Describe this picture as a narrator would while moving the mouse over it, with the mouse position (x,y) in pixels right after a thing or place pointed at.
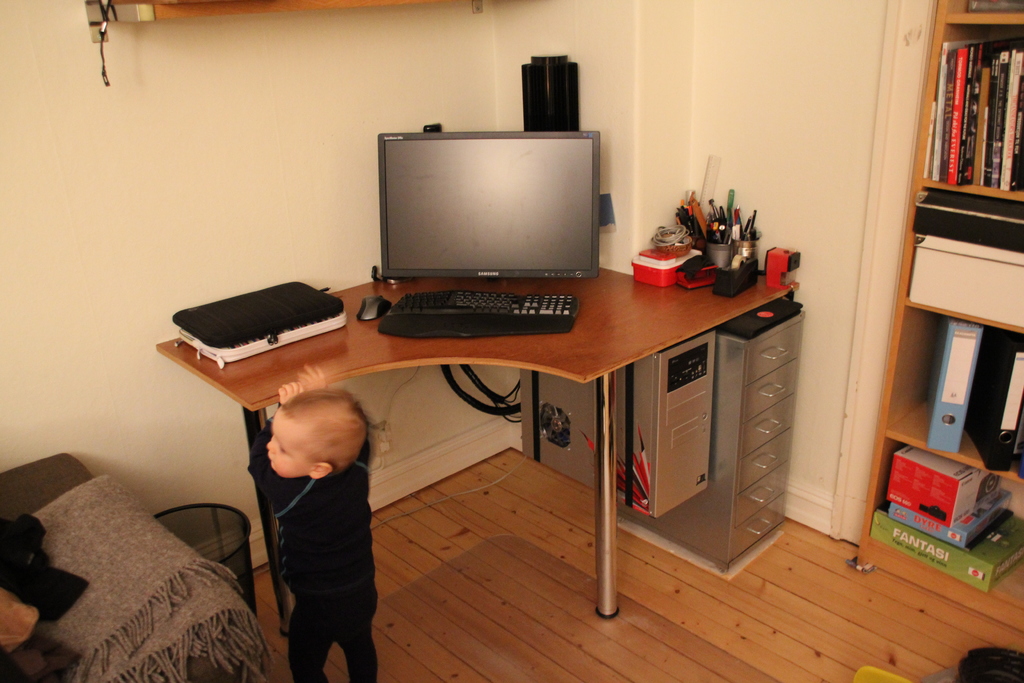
In this picture there is a table (279,374) on which there is a computer (545,155) and there is a bookshelf (953,18) at the right side of the image (921,356), there is a small baby (322,638) who is standing, by holding the table edge (263,404) in his hands (312,374), at the left side of the image (268,493) and there is a stationery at the right side of the table (684,288).
